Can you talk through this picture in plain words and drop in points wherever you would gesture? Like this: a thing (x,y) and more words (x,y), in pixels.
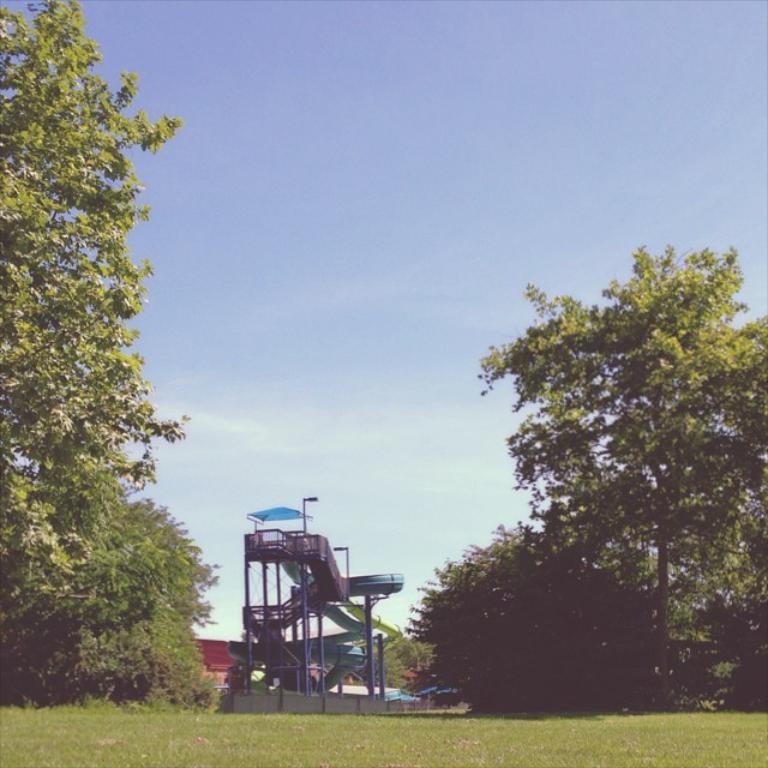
This image is clicked in a garden (312,738). In the front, we can see a slider (301,646). On the left (114,654) and right, there are trees (391,662). At the bottom (410,750), there is green grass (426,741). At the top (266,166), there is sky (310,253) in blue color.
